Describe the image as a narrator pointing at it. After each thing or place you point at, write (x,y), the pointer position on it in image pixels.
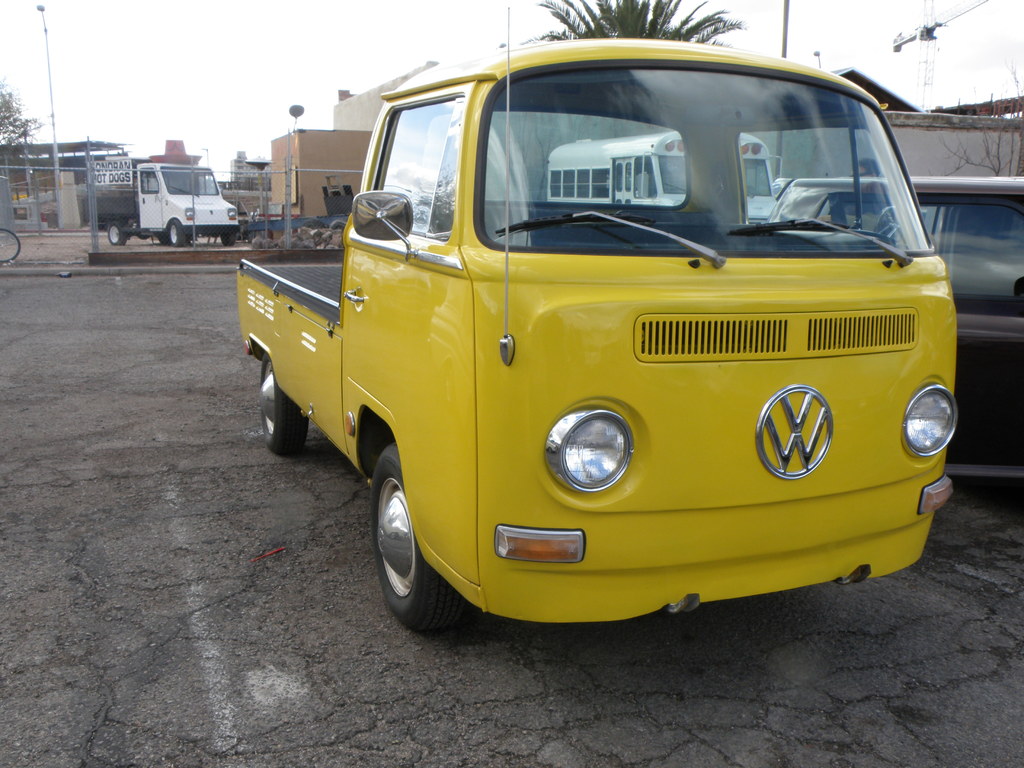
This picture is clicked outside. On the right (713,475) there is a yellow color vehicle (439,376) parked on the ground (901,698). In the center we can see the buildings (353,117), trees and a white color vehicle (219,207) and some other objects (335,225). On the right corner (990,189) there are some vehicles (1004,185) seems to be parked on the ground (981,504). In the background (913,48) we can see the sky (888,34) and buildings (57,175).
